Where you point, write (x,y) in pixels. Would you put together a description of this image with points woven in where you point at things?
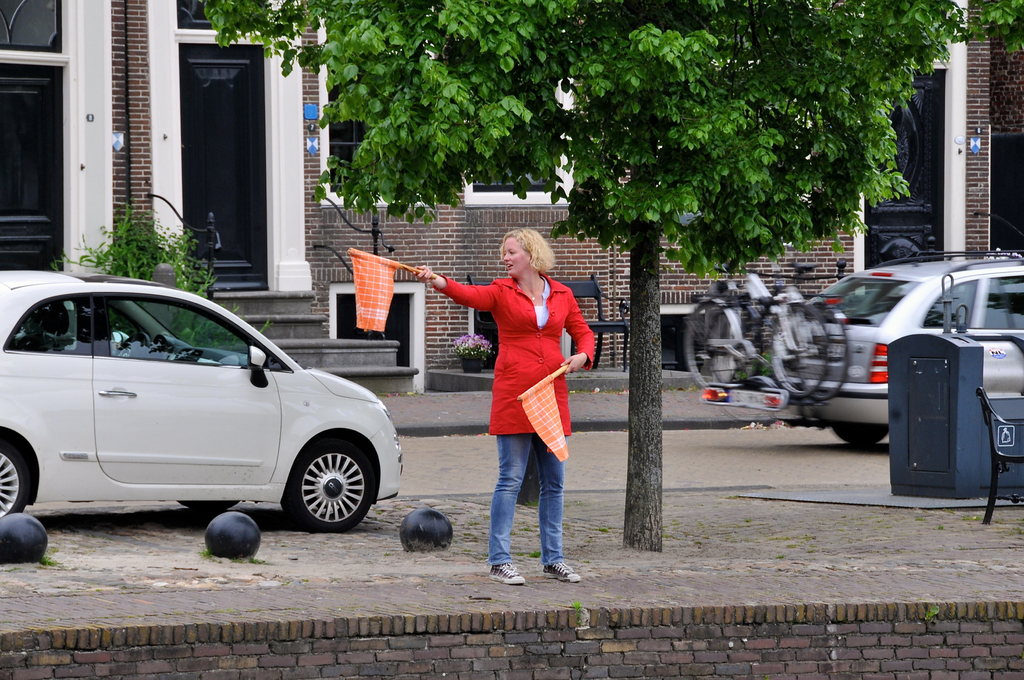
In this image in the center (520,390) there is a woman (513,372) standing and holding flags (540,402), there are objects (218,537) which are black in colour on the ground (481,528). There is a tree (659,409) and there is an empty chair (979,396) and there is an object (942,406) which is blue in colour and there are cars (182,388). In the background (549,225) there are bicycles (766,311) and there is a building (442,224) and there are empty chairs (593,303), there is a plant (155,260), there are flowers (480,353) and there are doors (211,202).
